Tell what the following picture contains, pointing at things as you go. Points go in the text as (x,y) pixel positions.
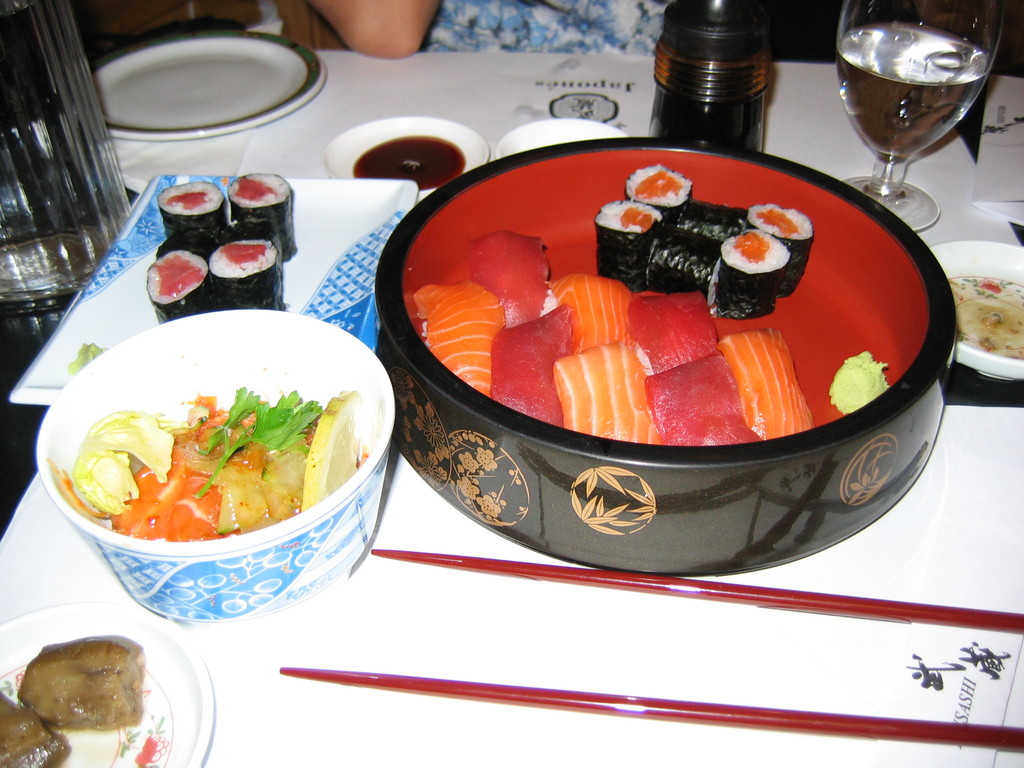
These are the food items (668,190). And it's a glass (955,35).
